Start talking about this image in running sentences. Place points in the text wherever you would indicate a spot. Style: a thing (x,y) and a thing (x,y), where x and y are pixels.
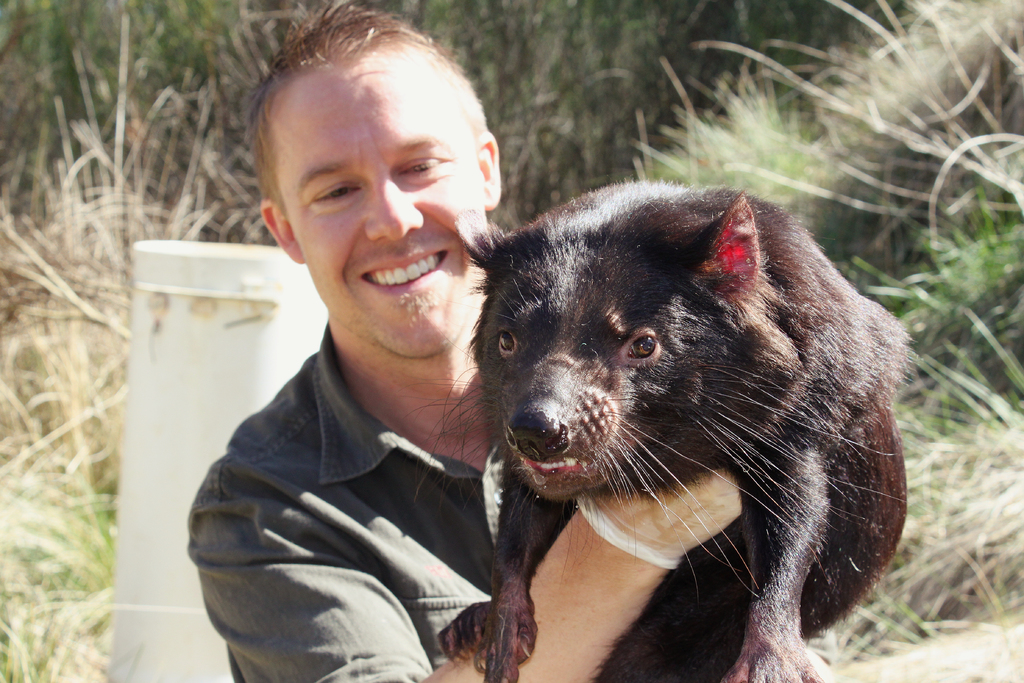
In this picture there is a person (352,506) holding a black color animal (698,373) in his hands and there is greenery grass (131,95) behind him.
